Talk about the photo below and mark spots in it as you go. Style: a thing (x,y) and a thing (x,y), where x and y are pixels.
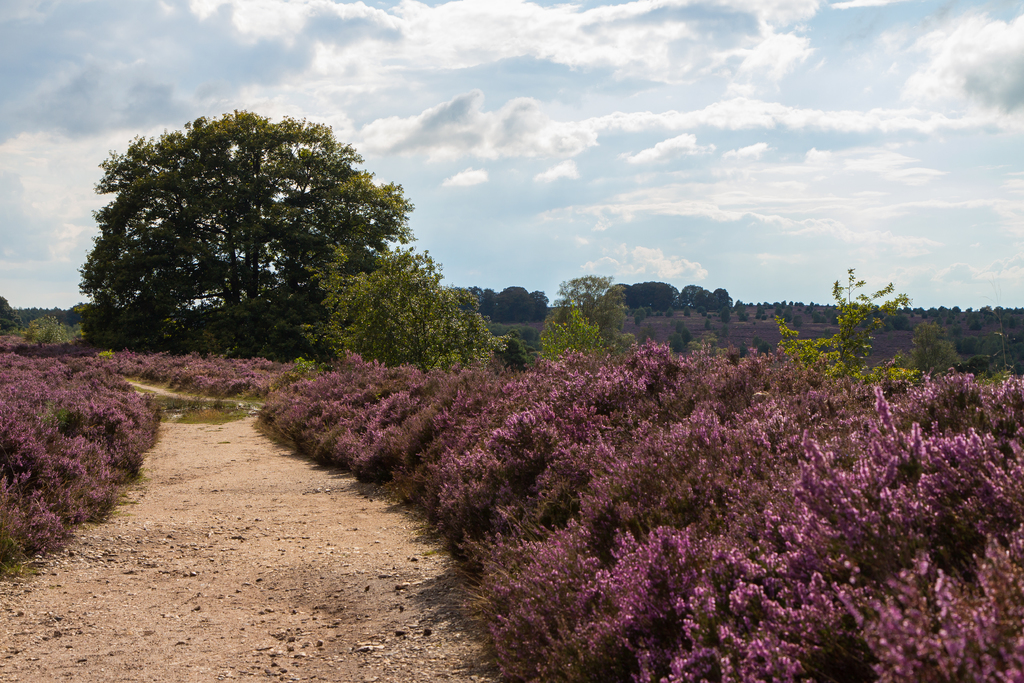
In this image we can see ground (216,472), bushes (298,367), trees (295,306) and sky (671,175) with clouds (545,105) in the background (433,105).
